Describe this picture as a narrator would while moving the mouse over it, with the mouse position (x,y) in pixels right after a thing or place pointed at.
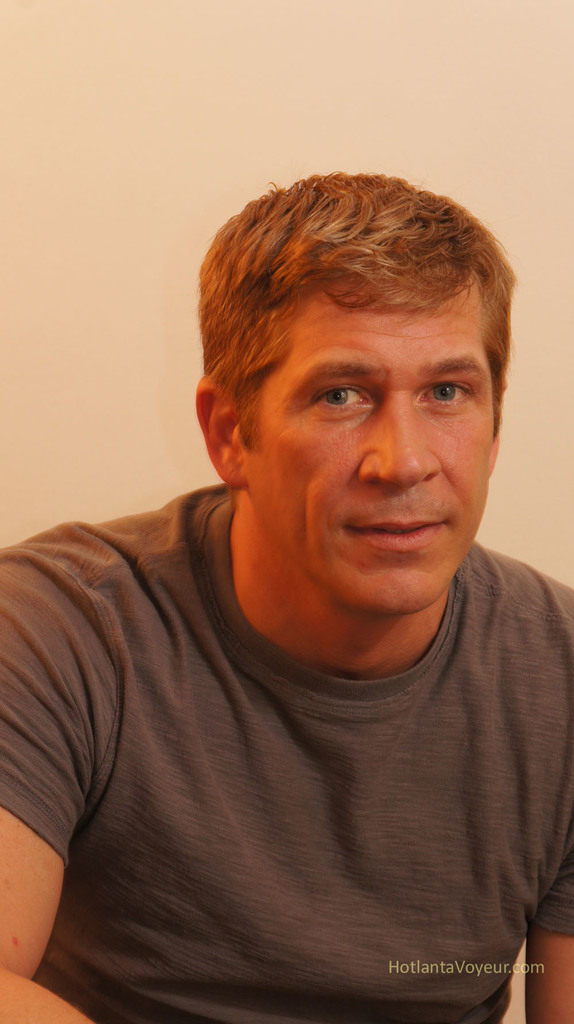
In the image there is a man (224,693) in grey t-shirt (265,855) smiling, behind him there is wall (185,87).
